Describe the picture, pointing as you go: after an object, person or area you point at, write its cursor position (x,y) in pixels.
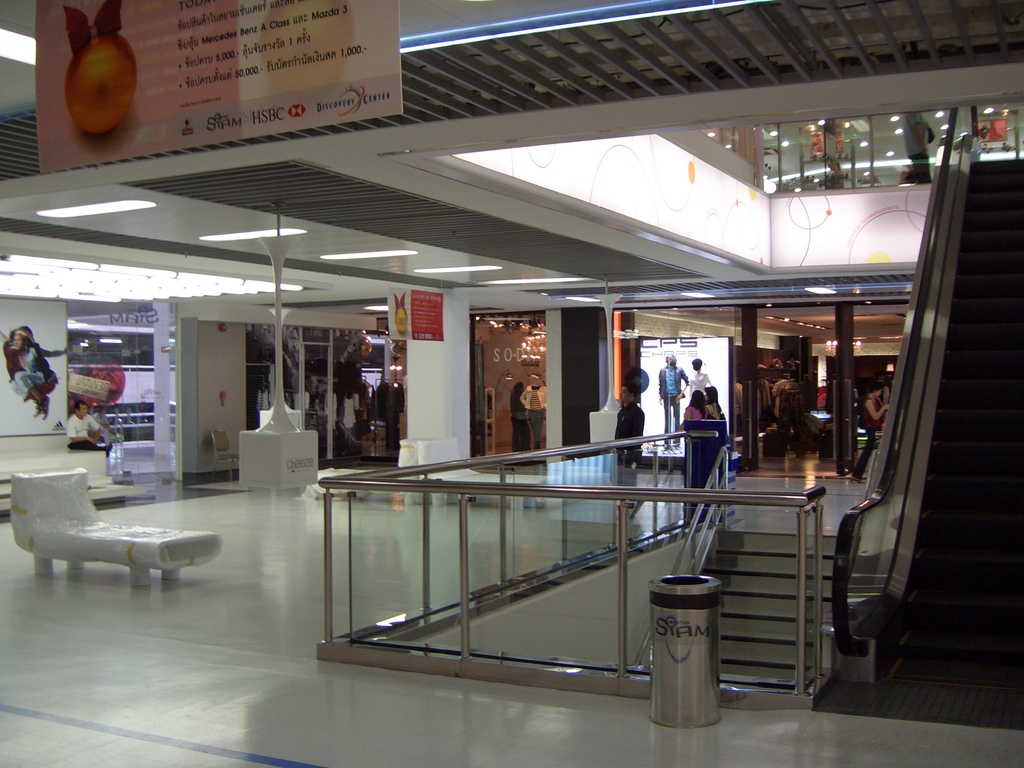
In this image in the front (662,621) there is a bin (691,648) and there is a railing (599,510). On the right side (963,350) there is staircase (989,336). On the left side (88,510) there is an object (97,541) which is white in colour and in the background (85,415) there are persons (640,411) standing and sitting, there are statues (681,386) and there is a pole (279,354) which is white in colour and there are glasses (261,346). On the top (229,89) there is a board (249,69) with some text (239,49) written on it.
